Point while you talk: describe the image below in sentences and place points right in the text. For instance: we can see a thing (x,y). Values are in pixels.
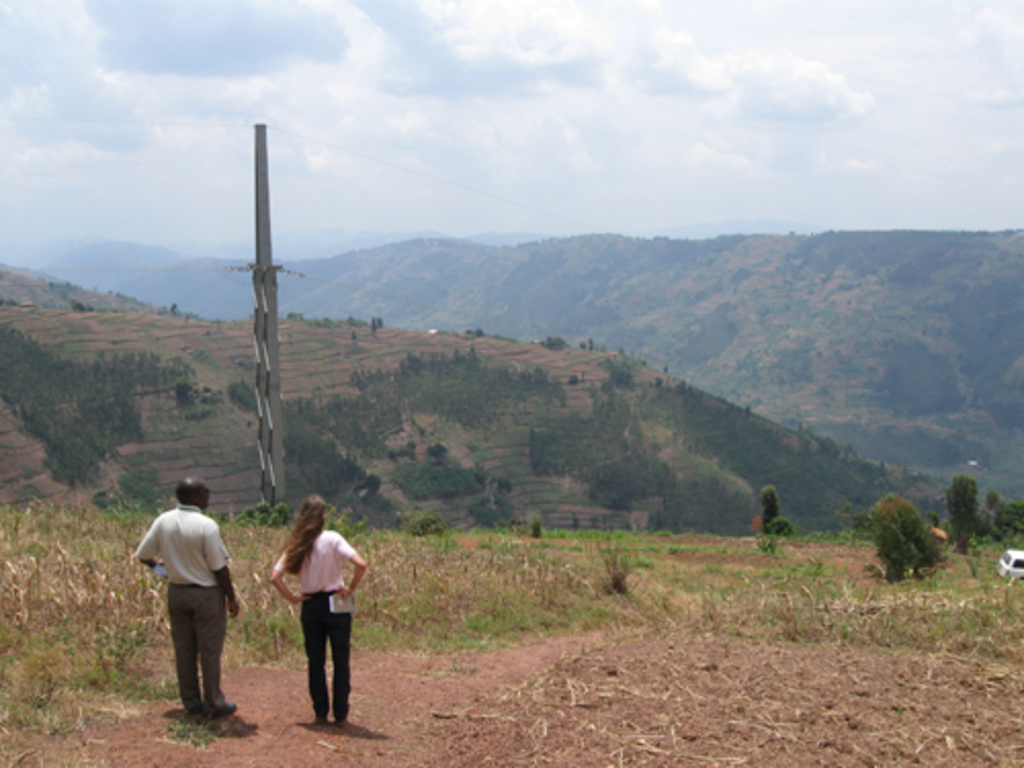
At the bottom of the image (231,593) we can see man (203,592) and woman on the ground (278,714). On the right side of the image (898,556) we can see trees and vehicles (1021,571). In the background (852,456) there is a pole (280,456), hills (534,426), trees (654,416), sky (650,212) and clouds (537,94).
